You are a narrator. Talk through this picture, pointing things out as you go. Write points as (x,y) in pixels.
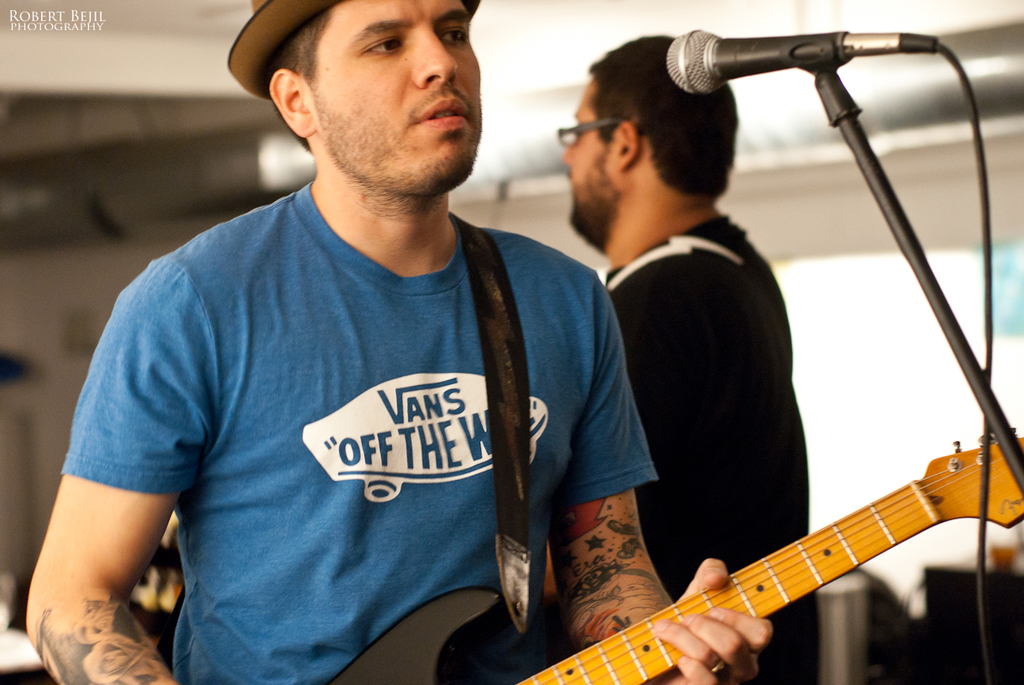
As we can see in the image there are two people (456,382). The man (453,421) who is standing here is holding guitar (616,681) and there is a mic (776,65).
